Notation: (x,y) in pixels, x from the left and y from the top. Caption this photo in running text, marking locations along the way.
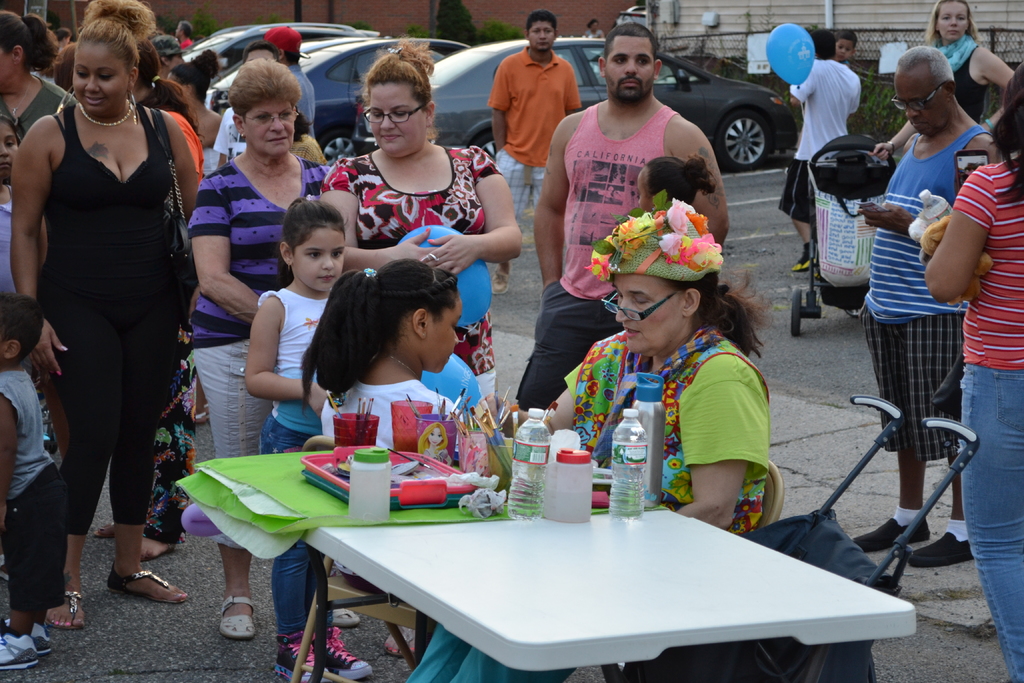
In this picture we can see a woman (685,279) is sitting on a chair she is wearing glasses (633,319), and in front of her a child (400,377) is sitting, here is the table (453,538) here is the water bottle (530,417), and a glass (434,431) and brushes (440,409) in it. and some tray (433,488) with objects (404,472), and there is the travelling bag (822,516), and group of people (489,186) standing on the road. and here is the car (371,52) on the road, and there is the fencing (862,46) and beside some bushes (876,88), and here is person (845,89) standing with a white t-shirt (821,71) holding a balloon (802,80) in his hand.
